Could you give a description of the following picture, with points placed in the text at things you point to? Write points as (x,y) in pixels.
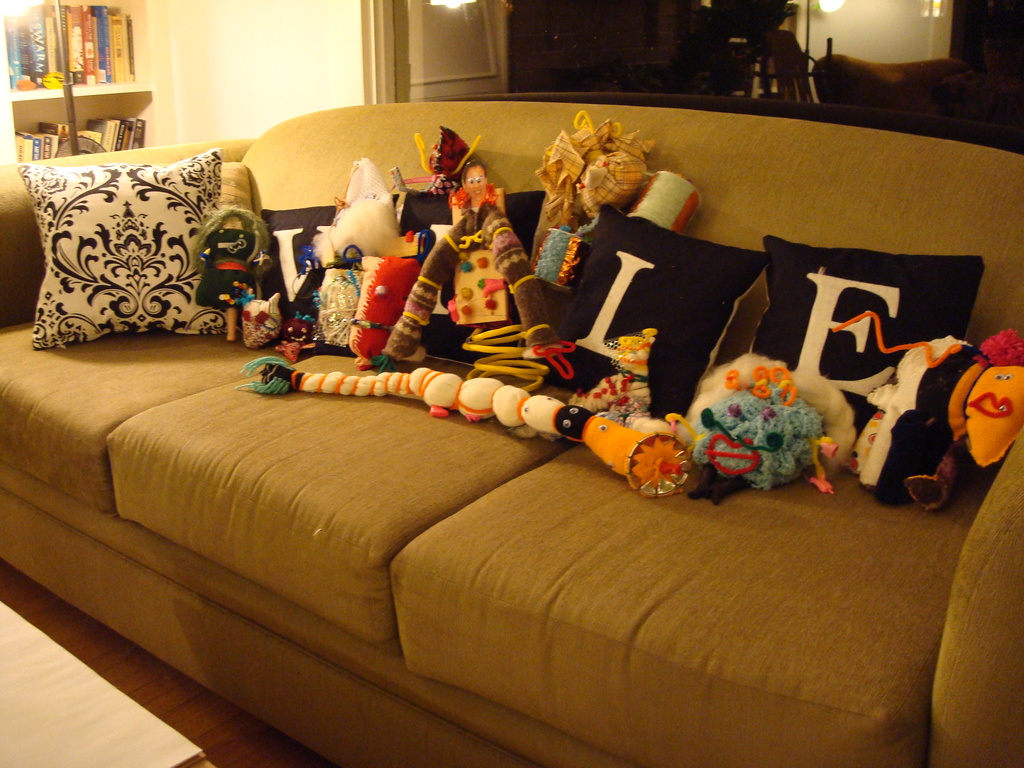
In this image I can see a sofa (949,552) and few cushions (75,317) on it. I can also see few soft toys (965,347) on it. In the background (35,66) I can see number of books (47,33) and lights (68,76).
